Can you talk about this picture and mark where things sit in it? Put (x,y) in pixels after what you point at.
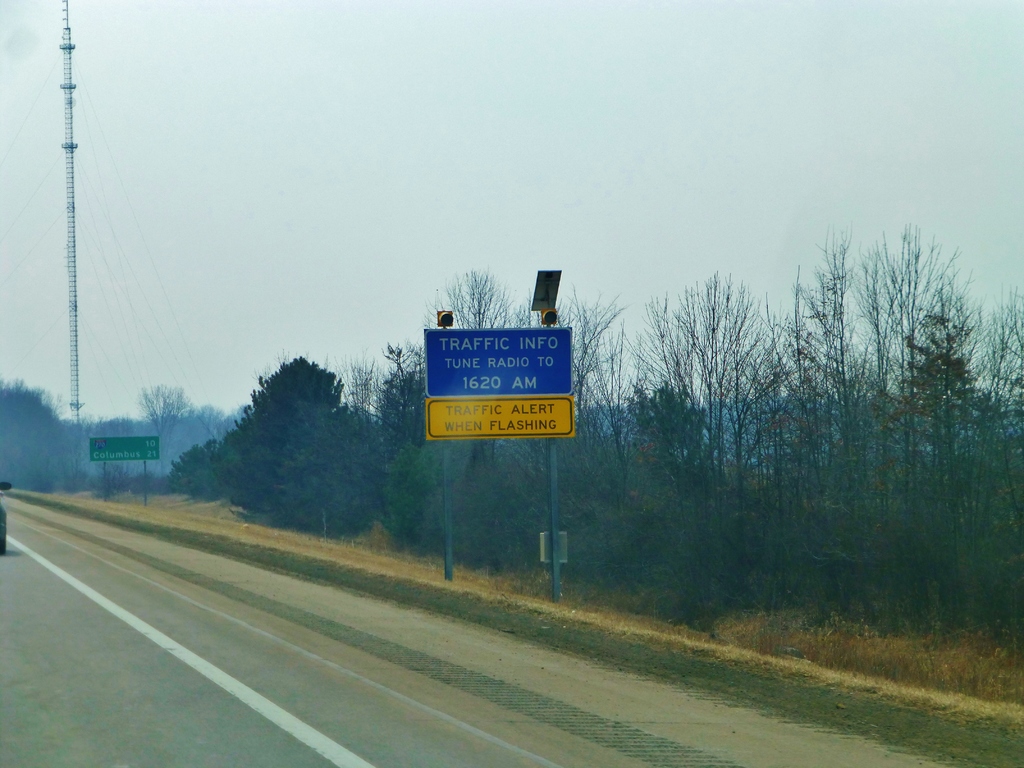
In this image, we can see boards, trees (645,433) and there is a pole (68,143) with wires (147,358) and we can see a vehicle (0,531) on the road (269,724). At the top (565,124), there is sky (560,136).
